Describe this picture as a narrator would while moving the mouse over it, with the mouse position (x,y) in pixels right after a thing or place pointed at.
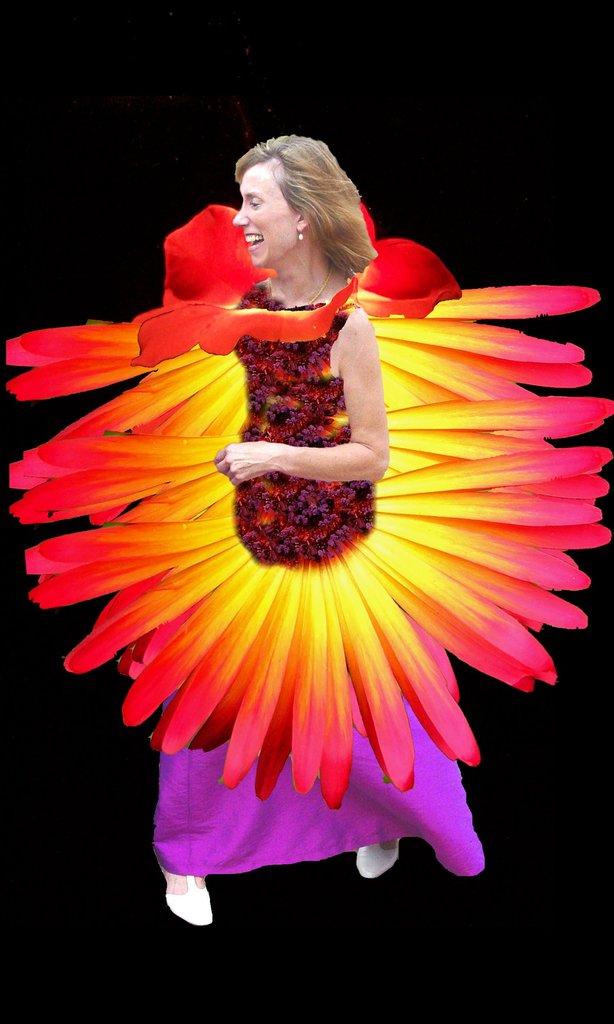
In this image I can see a person (325,399) wearing different color costume (351,692). Background (164,62) is in black color. It is an edited image.
